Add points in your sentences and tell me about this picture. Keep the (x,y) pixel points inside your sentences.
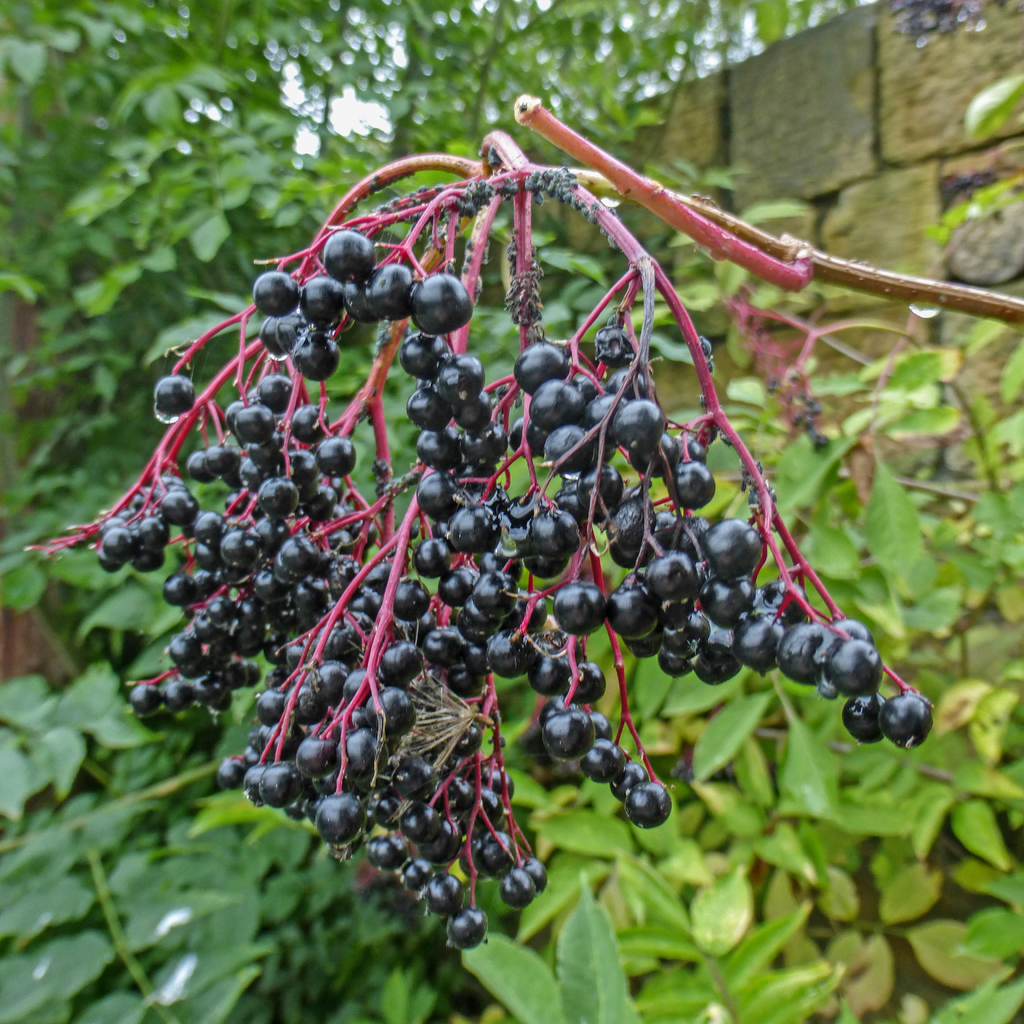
In the center of the image (643,410) we can see berries (725,667) to the tree (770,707). In the background (584,852) there are trees (750,689) and we can see a wall (783,153).
